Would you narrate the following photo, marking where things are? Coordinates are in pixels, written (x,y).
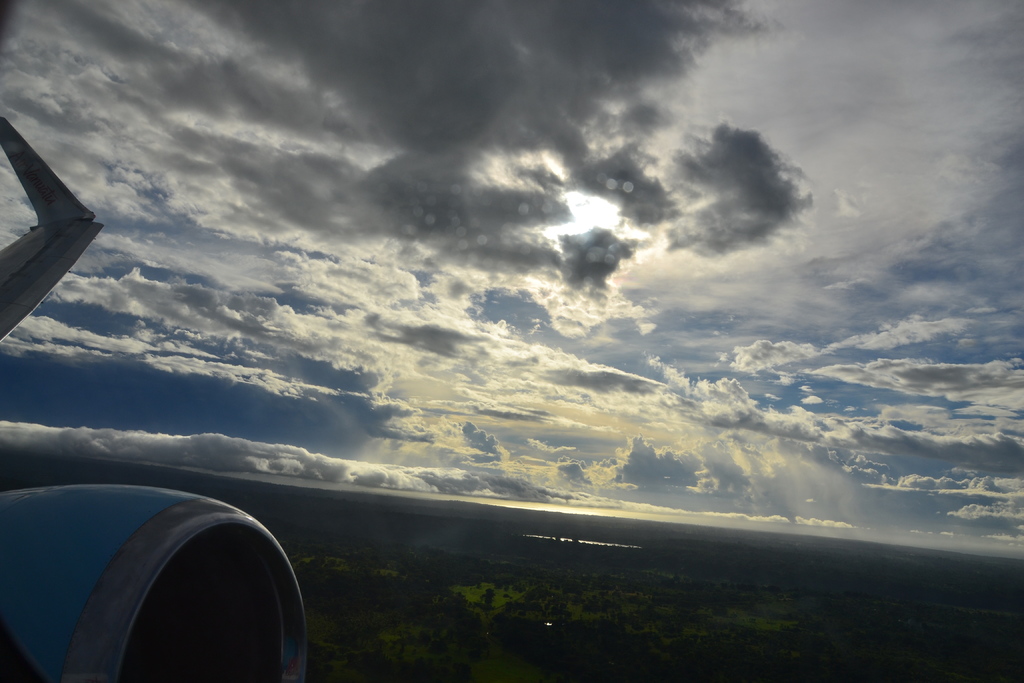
This image has taken from an aeroplane (184,546) where we can see sky (430,242) with clouds (621,301) and land (400,546) with greenery (492,595). At the left bottom of the image (129,596), aeroplane part (127,564) is there.
